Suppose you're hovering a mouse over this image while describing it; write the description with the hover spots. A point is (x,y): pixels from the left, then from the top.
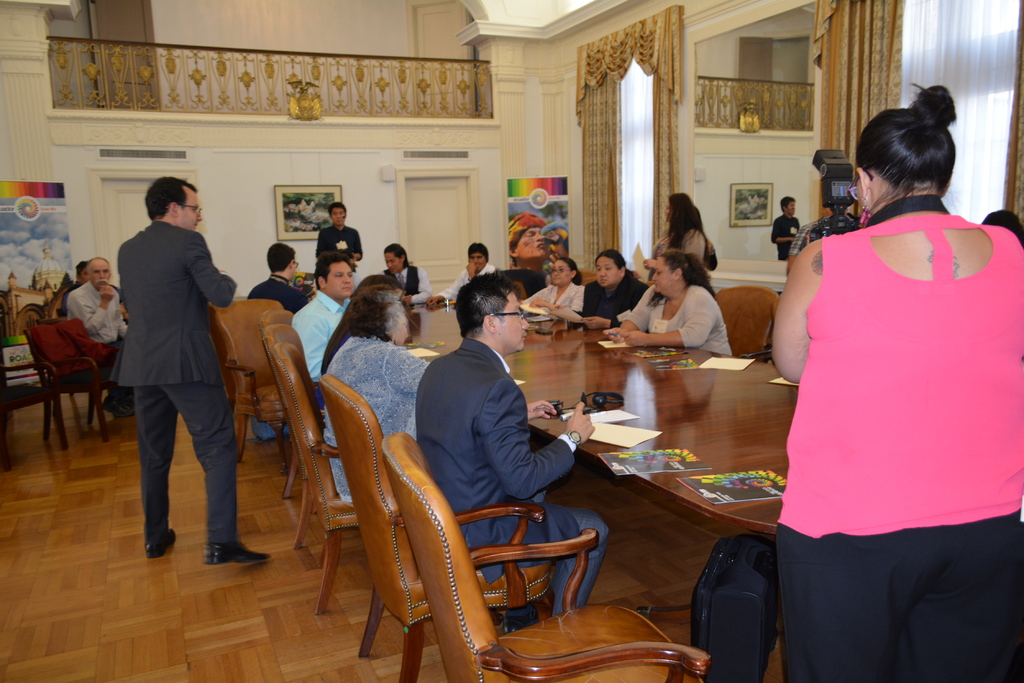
This image is taken inside a room (48,66). In the left side of the image (101,298) there is a man (99,317) sitting on a chair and a poster (23,247) with an animated image (35,291). There is a floor (173,584) in this room (181,623). In the right side of the image (780,547) a woman (831,311) is standing and holding a camera (842,187) and the curtains (875,33) on the wall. In the middle of the image (461,267) there is a wall (273,31) with doors (436,207) and a photo frame (295,212). In this house (403,8) there is a railing (442,106). There are many people (290,307) in this room (696,369). In the middle of the image (360,301) many people (379,387) were sitting on a chairs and placing their hands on a table (536,424) which has papers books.
